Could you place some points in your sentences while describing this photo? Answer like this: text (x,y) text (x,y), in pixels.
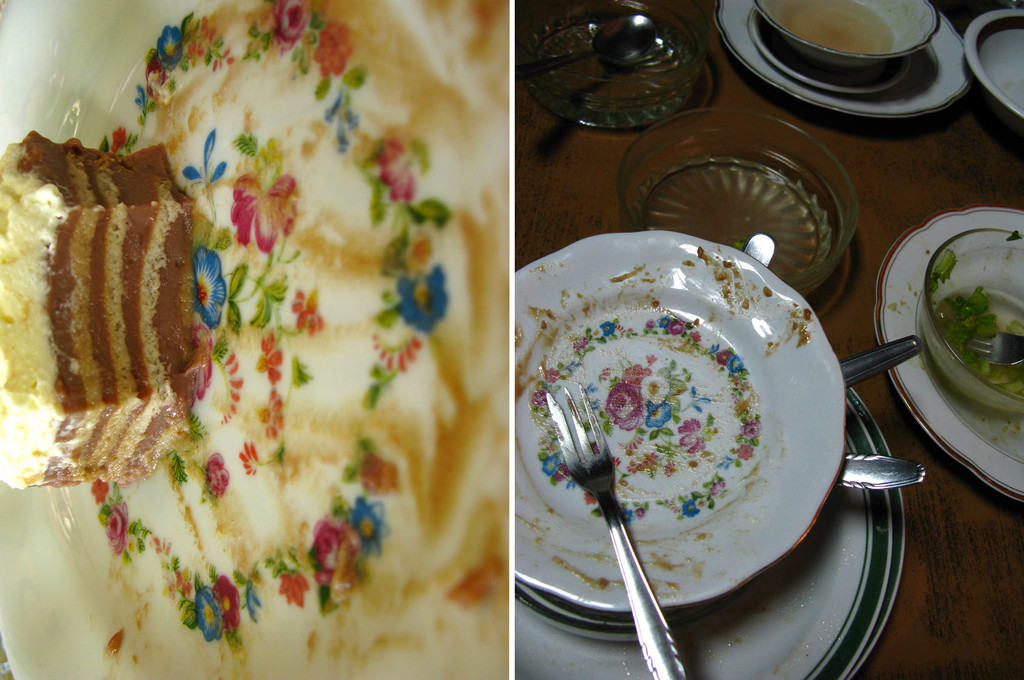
Here we can see collage of two pictures, on the left side (311,610) picture we can see a plate (223,612) and a piece of food (125,398), on the right side (941,616) picture we can see a table (979,633), there are some plates (928,418), bowls (816,242) present on the table (829,292), we can see a fork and spoons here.
